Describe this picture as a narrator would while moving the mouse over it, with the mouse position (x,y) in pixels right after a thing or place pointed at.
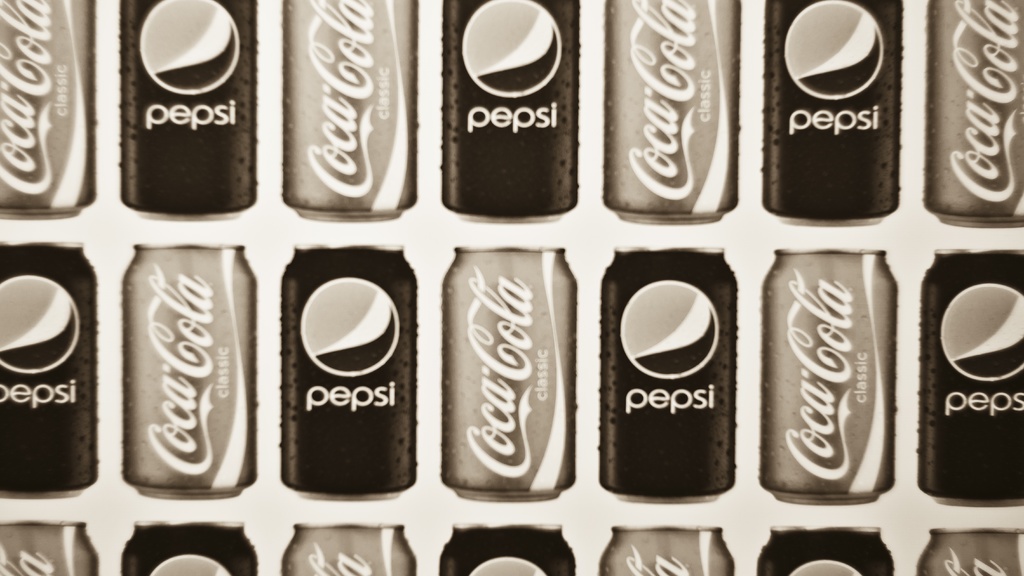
In this picture we can see Pepsi (58,432) and Coca cola cans (185,270).
